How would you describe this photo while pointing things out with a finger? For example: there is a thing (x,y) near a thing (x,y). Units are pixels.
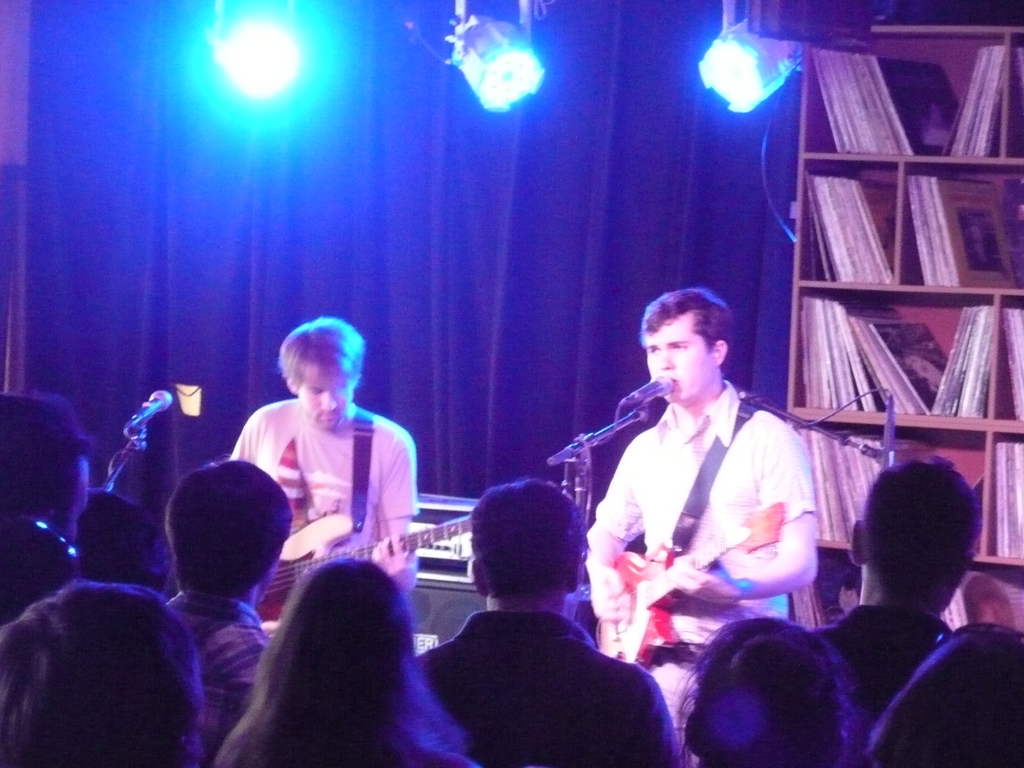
In this picture, in the middle (646,506), we can see two men (411,465) are standing and playing a guitar (313,551) in front of a microphone (627,405). On the right side (812,595), we can see some books (1004,520) on the shelf (979,476). In the background (507,249), we can see a curtain (592,270) and few lights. In the background (457,559), we can also see a speaker (421,584) which is placed on the table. At the bottom (189,655), we can see a group of people (149,755).
